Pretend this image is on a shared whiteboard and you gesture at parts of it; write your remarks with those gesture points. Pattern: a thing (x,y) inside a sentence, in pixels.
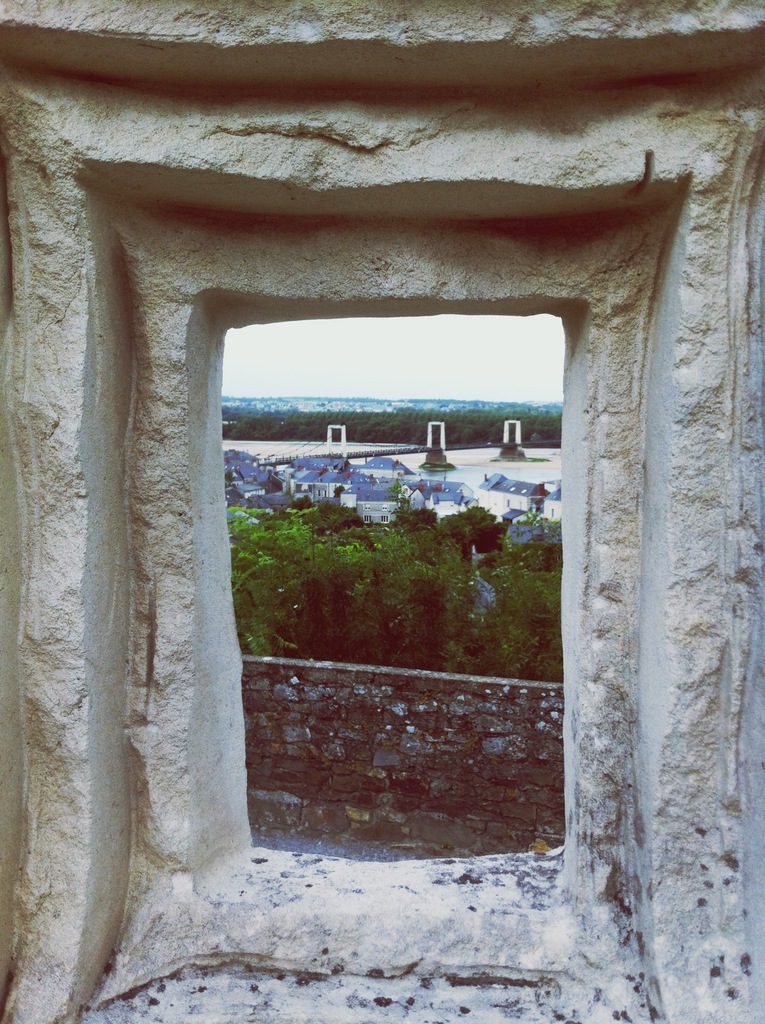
In this picture, it seems like a window (142,514) in the foreground (156,563), there are houses (409,484), trees (451,528) and the sky (370,381) in the background (395,399).
